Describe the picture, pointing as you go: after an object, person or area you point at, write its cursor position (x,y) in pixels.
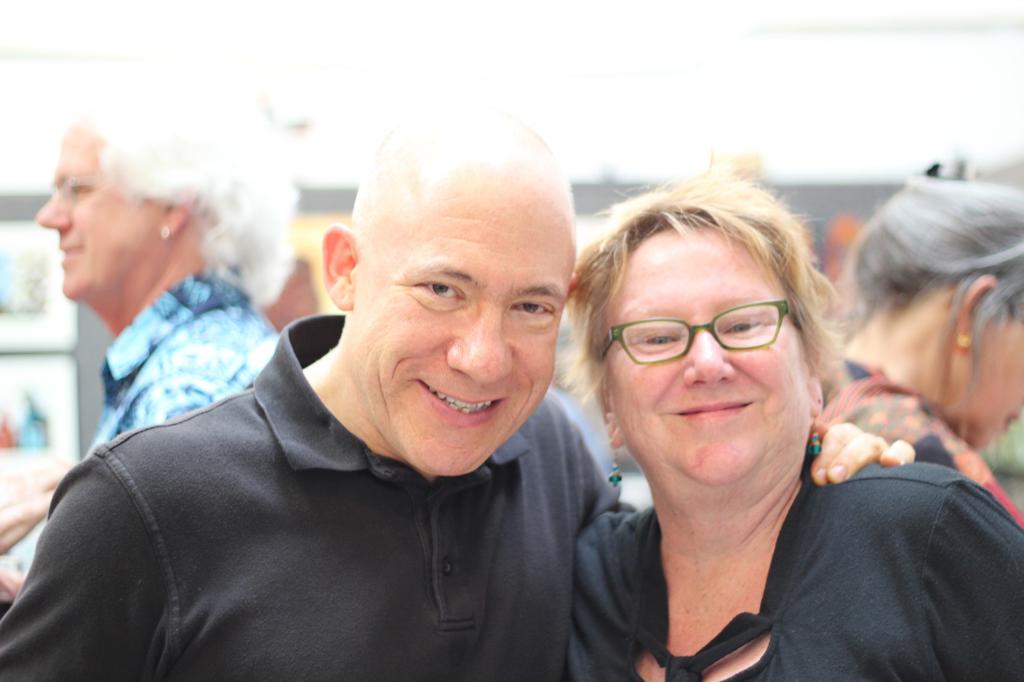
In this image we can see few people (242,334). Lady (697,449) on the right side (697,449) is wearing specs (720,346). In the background (289,45) it is blur.
